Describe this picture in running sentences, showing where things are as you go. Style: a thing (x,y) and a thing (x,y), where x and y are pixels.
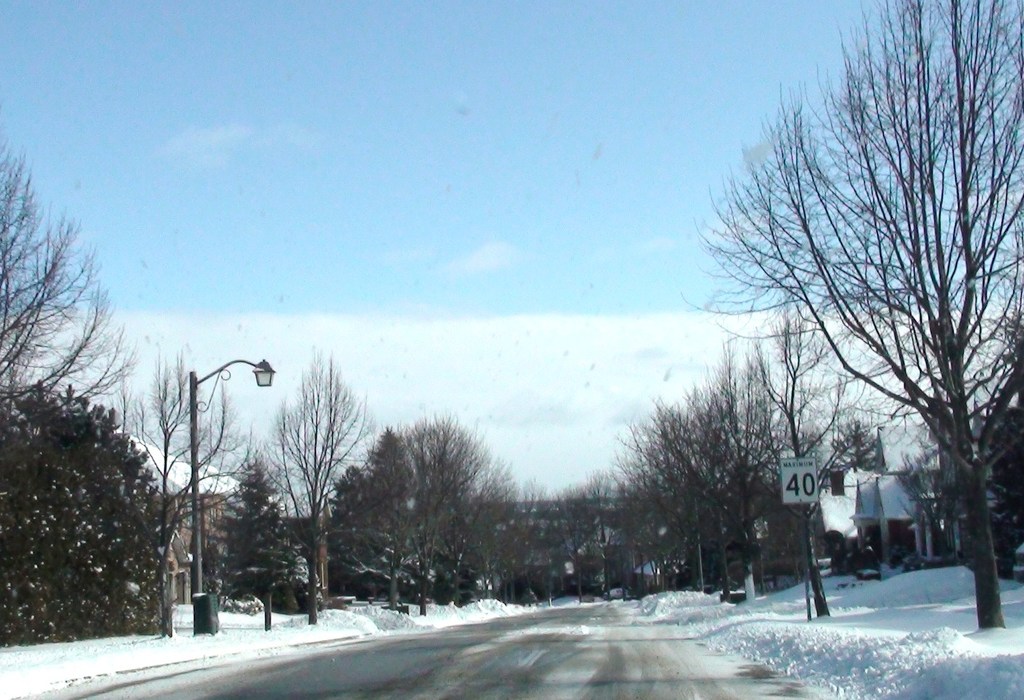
This image is taken outdoors. At the top of the image (60,135) there is the sky (424,220) with clouds (629,346). In the background (878,491) there is the snow (85,658). At the bottom of the image (512,675) there is a road (428,678) and there is a ground (132,652) covered with snow (740,644). In the middle of the image (419,461) there are many trees (163,521) with leaves (150,513), stems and branches (693,500). There are a few houses (878,505) and there are a few poles (195,512) with street lights (257,370) and there is a signboard (810,475).
